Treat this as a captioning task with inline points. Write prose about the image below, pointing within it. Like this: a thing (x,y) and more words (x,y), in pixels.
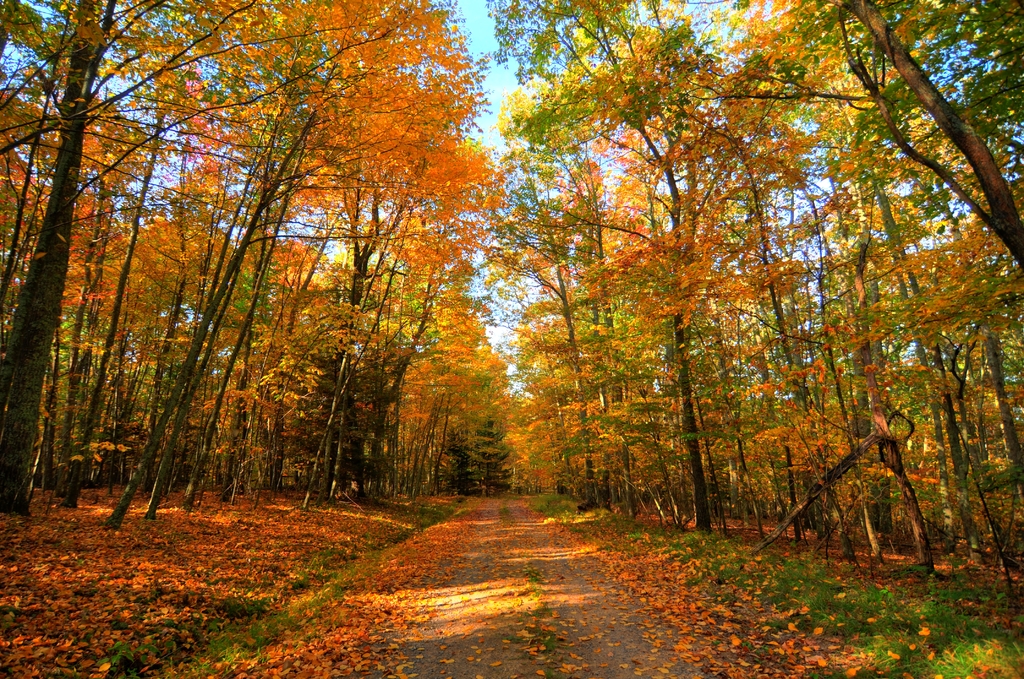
In this image on the ground (304,588) there are dry leaves (750,623) and there is grass (828,616) and there are trees (576,341) in the background (570,402).
